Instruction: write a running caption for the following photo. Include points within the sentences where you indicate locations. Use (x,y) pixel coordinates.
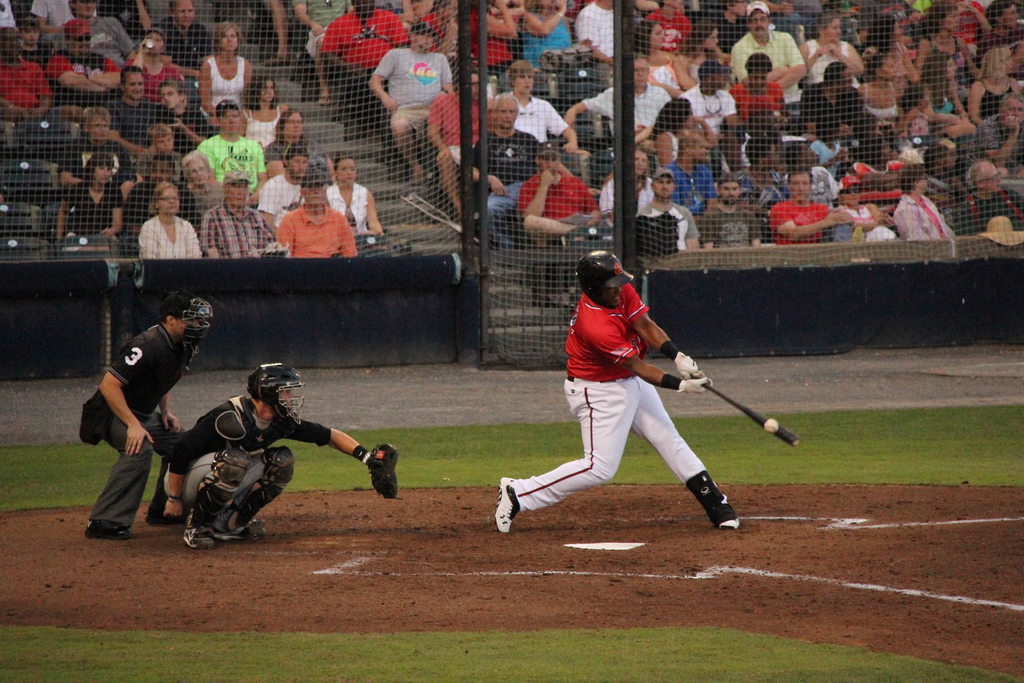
In the image in the center (632,307) we can see three persons (179,479) were wearing helmet (280,367). And the right side person (638,389) is holding bat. In the background (652,311) there is a fence (384,203), staircase (378,187), chairs (51,139), few people (211,222) were sitting on the chair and few people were wearing caps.
